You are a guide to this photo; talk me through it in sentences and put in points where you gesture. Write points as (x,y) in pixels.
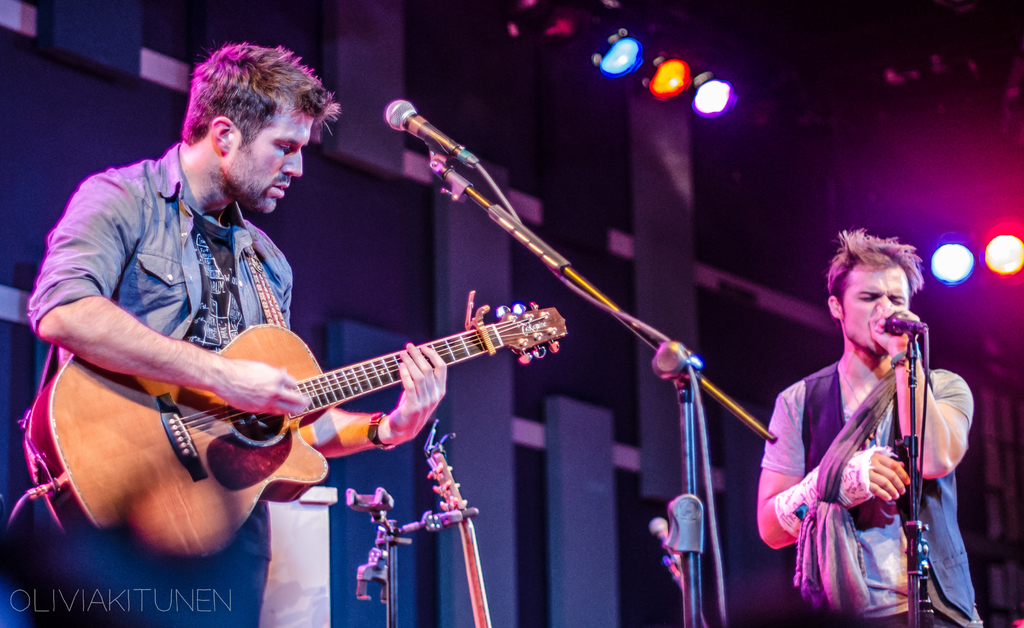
In the right (951,600) a man (940,615) is standing and singing a song in the microphone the lights (1006,249) and the top of him in the left (224,297) a man (193,554) is standing and holding a guitar (306,367) and also playing it with his hands (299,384). He wear a shirt (152,256).
